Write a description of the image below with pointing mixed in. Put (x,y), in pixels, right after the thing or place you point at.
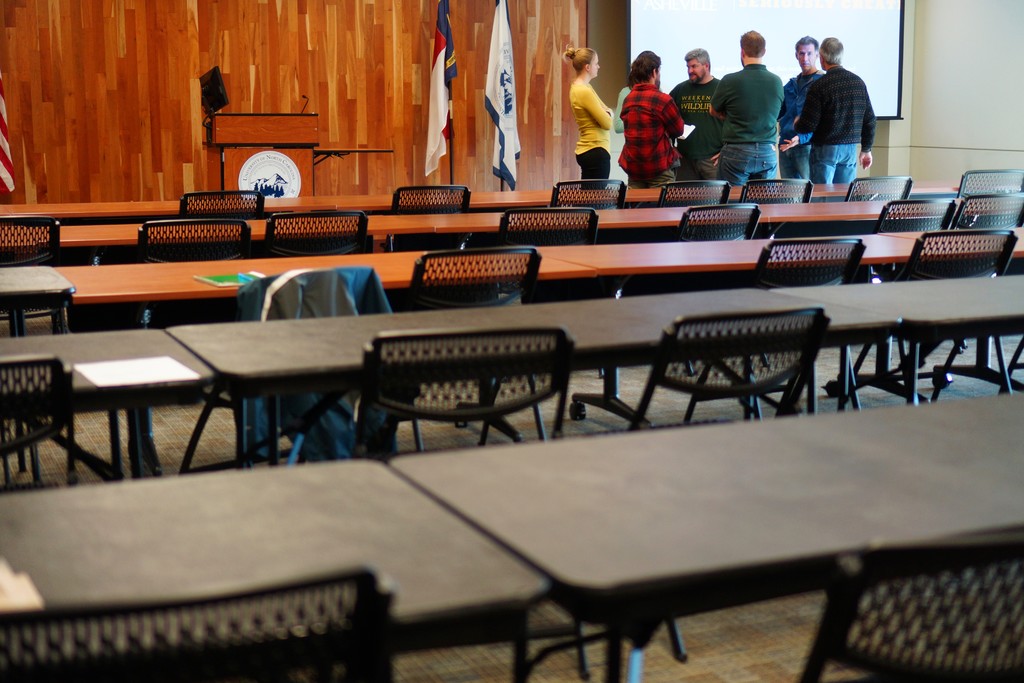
In this picture I can see number of tables (953,278) and chairs (367,226) in front (955,500) and in the background (287,197) I can see a podium (248,168) and I can see a logo (294,162) on it and on the right side of this picture (749,90) I can see 2 flags (506,107) and few people (836,53) standing, behind them I can see the white color board (854,42) and on the top right corner (944,84) I can see the wall (921,103).
